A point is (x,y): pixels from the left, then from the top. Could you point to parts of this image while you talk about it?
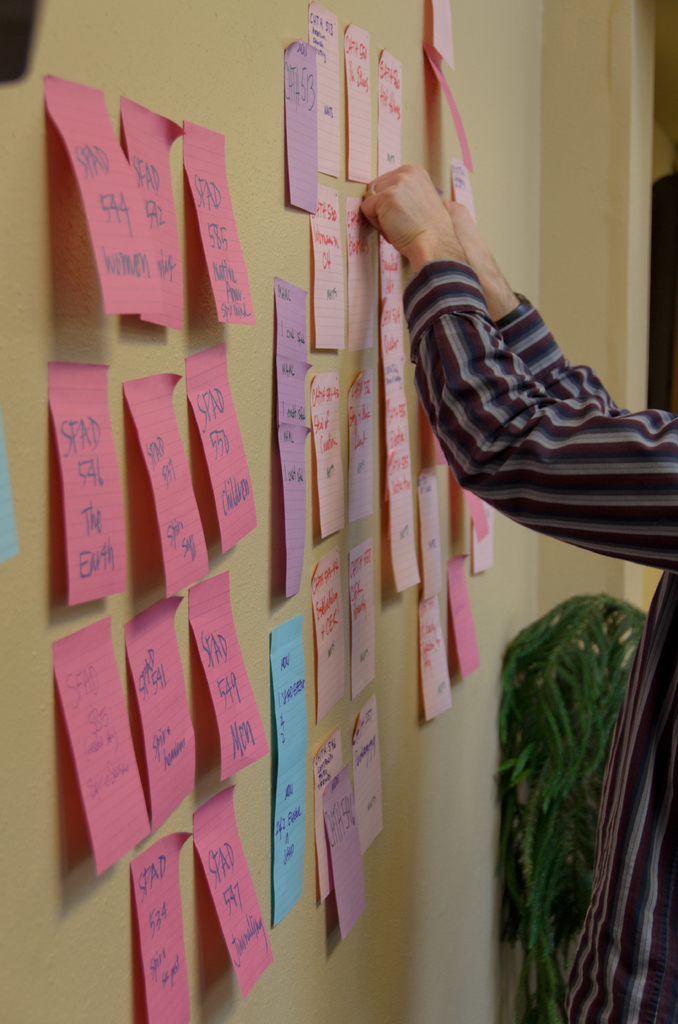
In this picture there are few papers (287,348) which has something written on it is attached to the wall (307,464) in the left corner (186,534) and there is a person (543,390) standing in the right corner (617,482).
